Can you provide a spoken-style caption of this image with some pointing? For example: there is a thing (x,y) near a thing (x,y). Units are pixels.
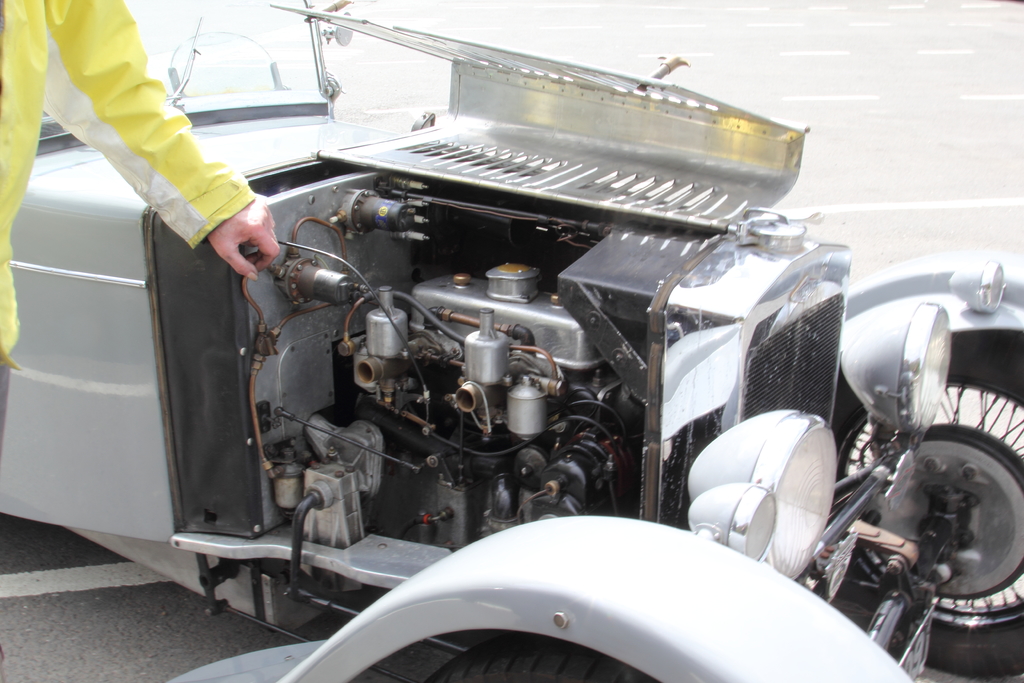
In this image, we can see the engine part (446,418) of the vehicle (511,562). This vehicle (523,496) is placed on the road (137,649). Left side of the image (253,211), we can see a human hand (243,219). Here we can see few white lines (70,580) on the road (854,243).
